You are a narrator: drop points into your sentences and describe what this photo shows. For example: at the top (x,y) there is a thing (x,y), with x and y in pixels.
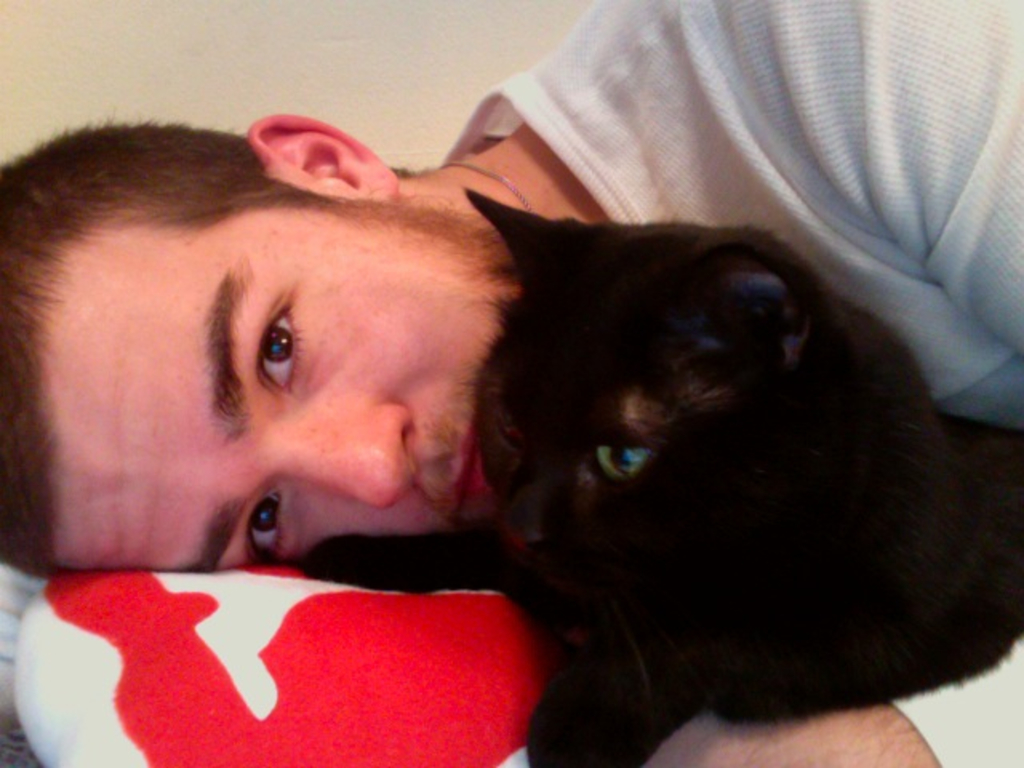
A man (220,376) is lying with a black cat (603,558) cuddled in his arm (903,223).
